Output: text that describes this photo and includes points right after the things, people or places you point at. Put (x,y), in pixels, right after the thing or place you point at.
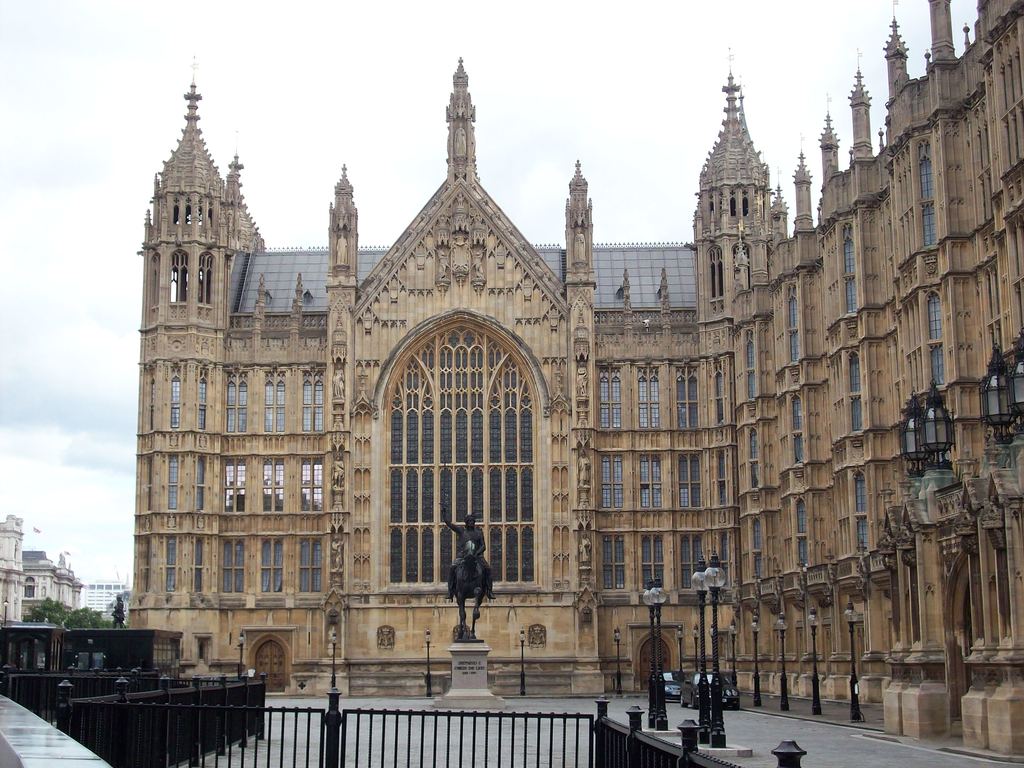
In this image I can see a building (776,427). I can see two cars (675,680). There are few poles (662,721). In the middle of the image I can see a statue (475,557). I can see clouds (92,396) in the sky (108,161).
